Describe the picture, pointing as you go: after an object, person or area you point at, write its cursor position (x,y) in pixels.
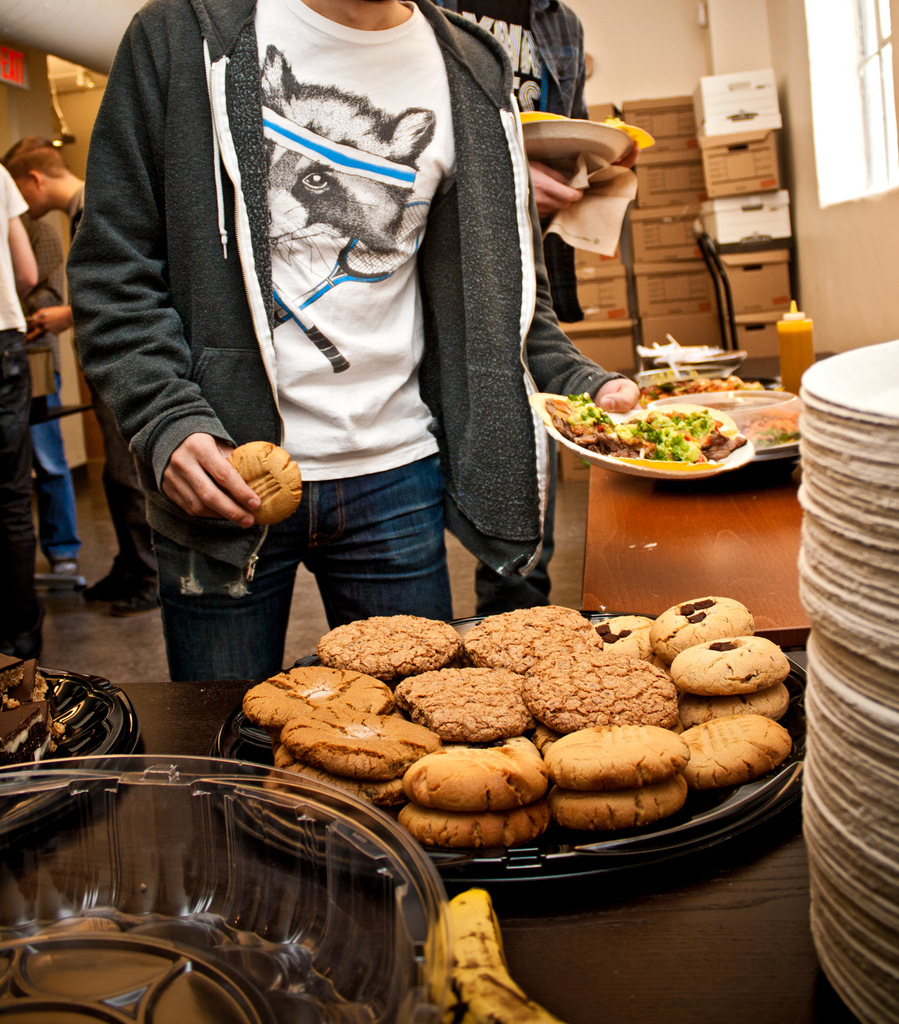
In this image I can see few people (445,461) with different color dresses (455,414). In-front of these people (240,416) there are tables (730,914). On the tables (749,937) I can see the plates (736,799) with food (506,701), bottle (785,334) and banana (492,948). In the background (764,350) I can see the cardboard boxes (701,180) and the window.
